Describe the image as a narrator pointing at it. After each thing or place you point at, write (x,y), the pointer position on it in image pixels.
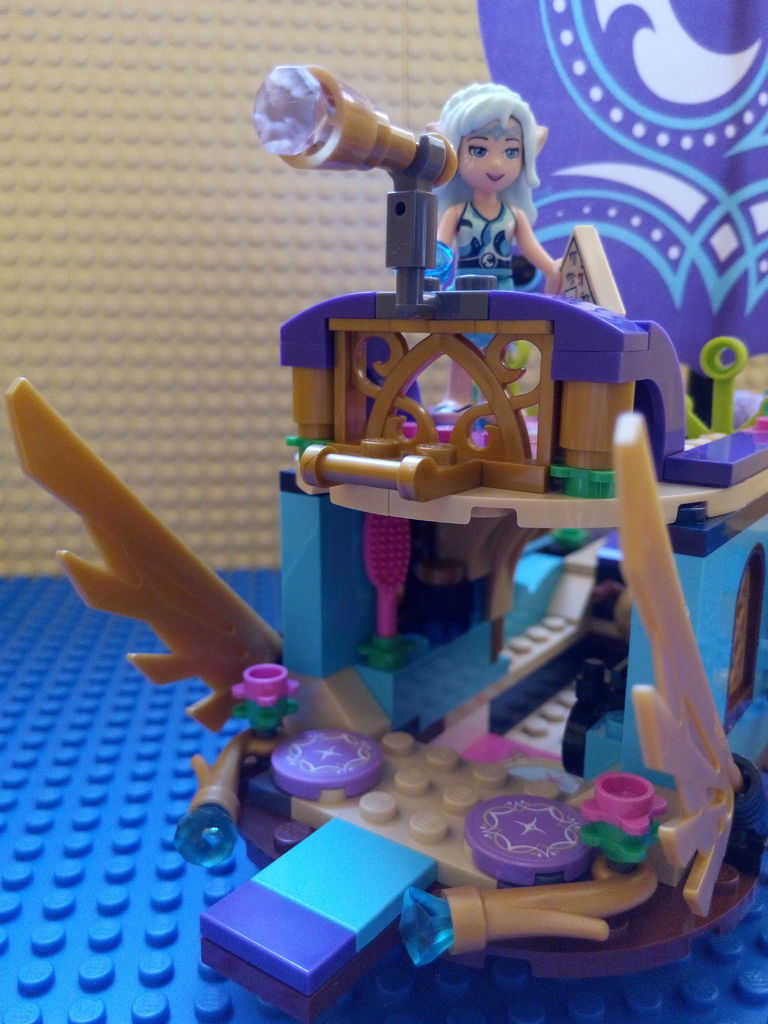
In this image we can see a Lego toy (434,444).
